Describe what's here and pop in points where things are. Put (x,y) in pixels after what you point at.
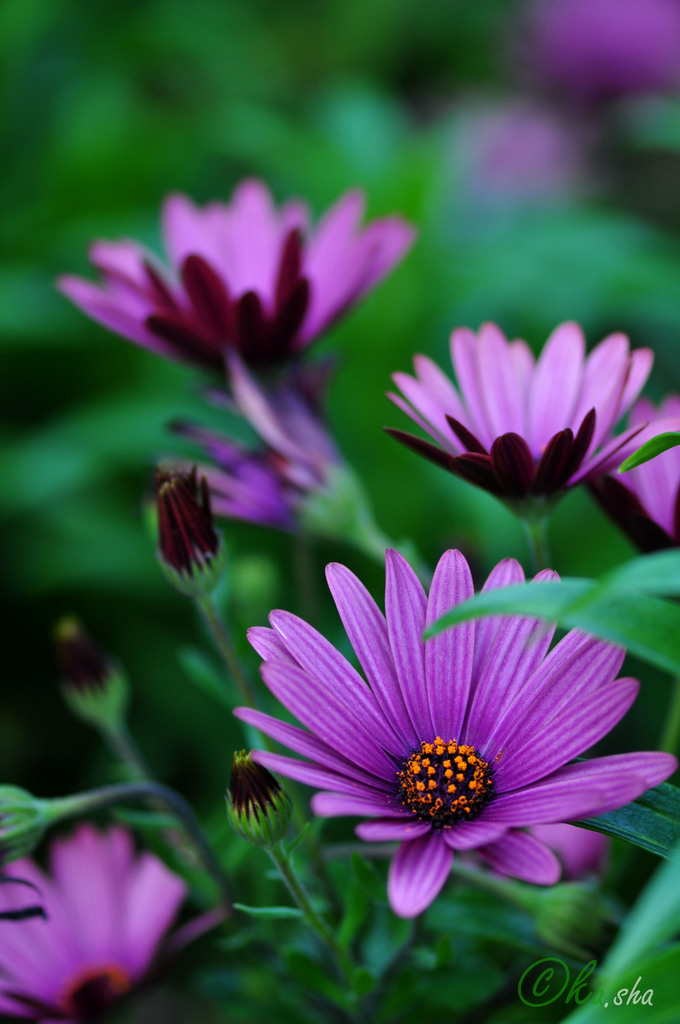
In this image I can see few flowers (388,711) in purple color. In the background (393,530) I can see few leaves (295,190) in green color.
